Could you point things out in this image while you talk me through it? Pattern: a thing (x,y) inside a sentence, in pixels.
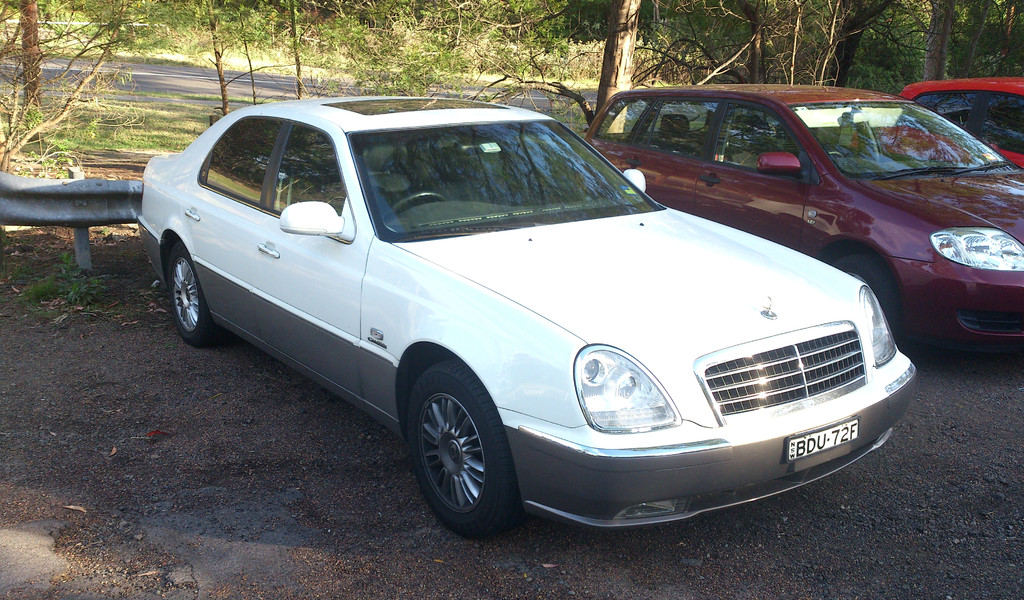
There are 3 cars (934,207) on the road (927,575). There is a road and trees (72,106) are present at the back (419,78).
